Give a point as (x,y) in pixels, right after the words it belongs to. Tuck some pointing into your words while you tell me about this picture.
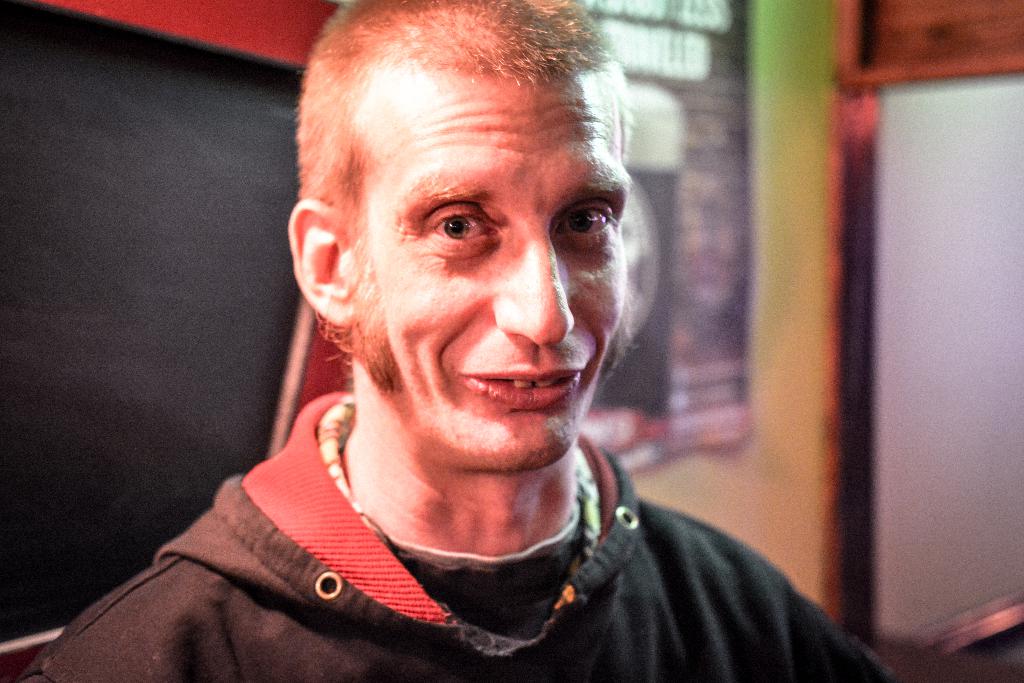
In this picture we can see a person's face (466,427) in the front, in the background (732,459) there is a wall (767,325), we can see a poster (721,301) here.
